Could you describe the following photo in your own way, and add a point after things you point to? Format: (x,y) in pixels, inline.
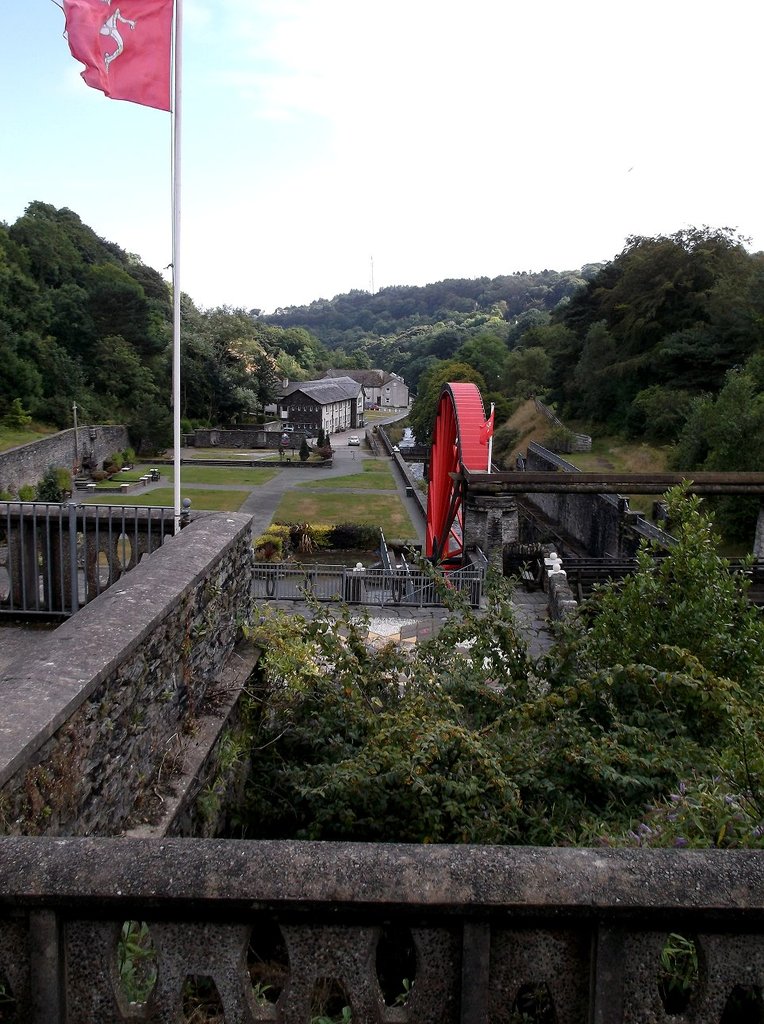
In this picture I can see number of trees (713,332), few buildings (342,411) and a red color thing (457,451) in the middle of this picture (457,385). On the left side of this picture (114,29) I can see a pole (176,501) on which there is red color flag (81,8). In the background (160,123) I can see the sky (401,120).
